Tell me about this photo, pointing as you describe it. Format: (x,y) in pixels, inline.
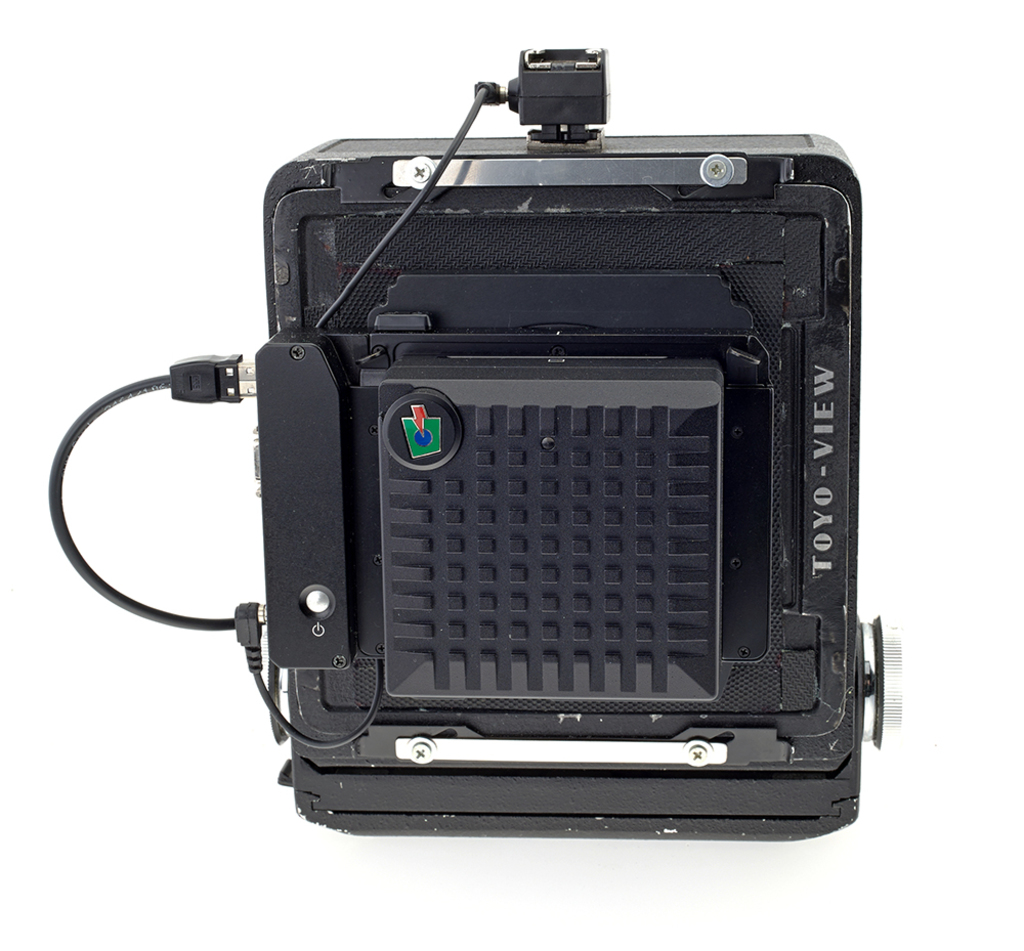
In this image we can see a black color machine (522,620).
